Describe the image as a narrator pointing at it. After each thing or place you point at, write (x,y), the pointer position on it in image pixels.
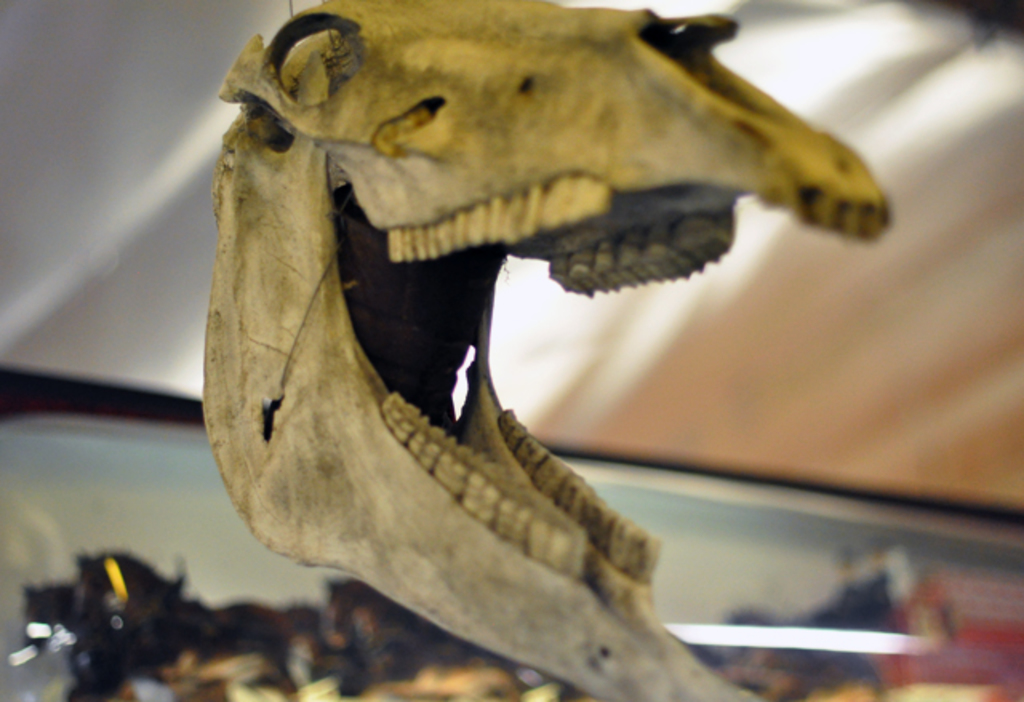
In the image there is a model (229,307) of a horse skull (279,401).
